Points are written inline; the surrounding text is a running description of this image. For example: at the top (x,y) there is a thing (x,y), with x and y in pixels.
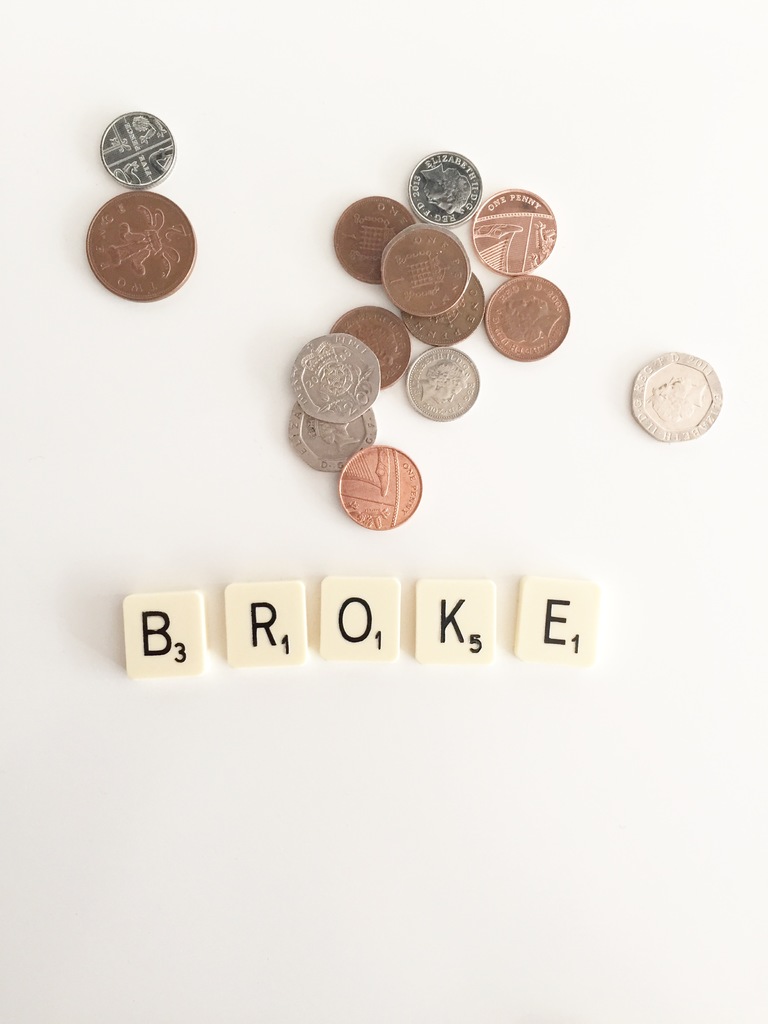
In the middle of this image (323,402), there are white, silver, copper and brown color coins (459,384) arranged on a surface (85,323). And the background (743,719) is white in color.
